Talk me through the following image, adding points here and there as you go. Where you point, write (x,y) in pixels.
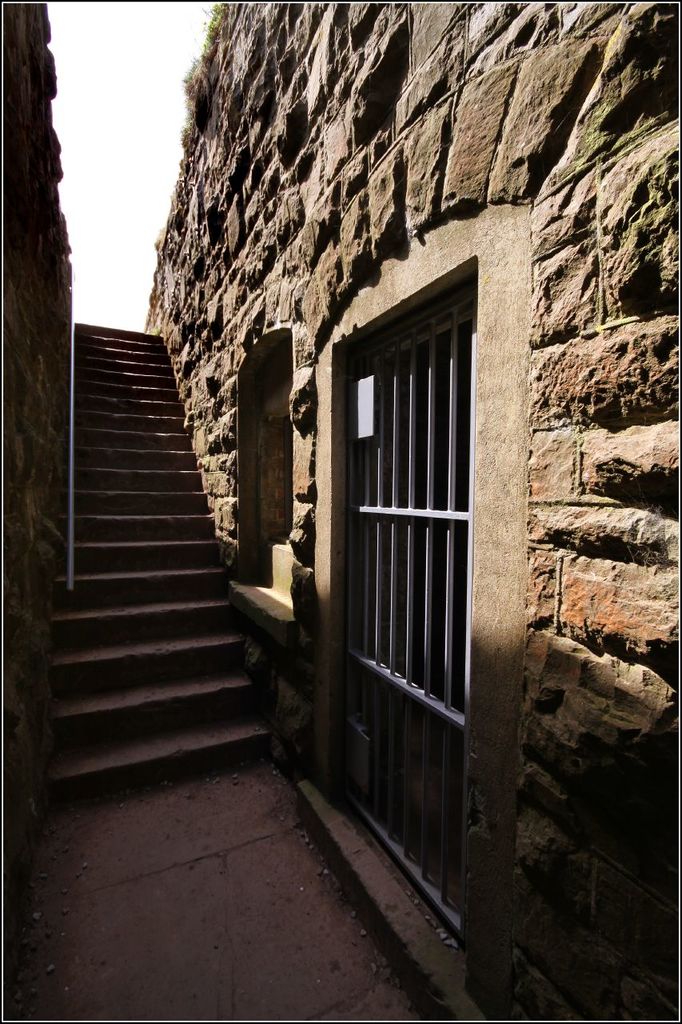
In this image there is a staircase (135,613). Both sides of it there is wall (491,294). Right side (469,610) there is a metal gate (450,401). Beside there is window (247,526) to the wall (324,206). Top of image (122,134) there is sky (124,172).
